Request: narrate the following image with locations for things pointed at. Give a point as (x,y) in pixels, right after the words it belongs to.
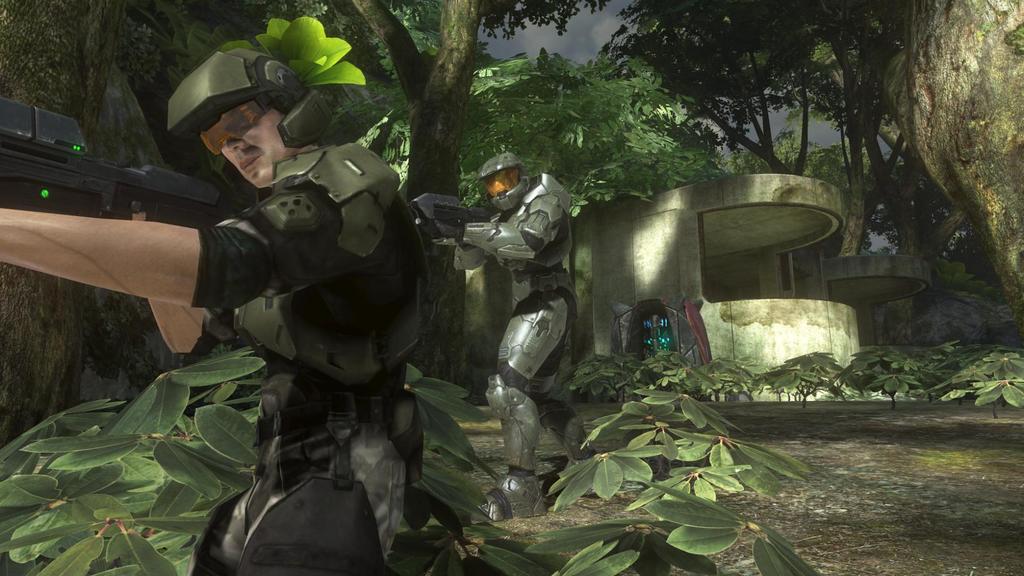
This is an animated picture. In this picture, we see two men (330,333) wearing helmets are standing. The man (494,222) in the middle of the picture (487,238) is holding the gun (441,224) in his hand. At the bottom of the picture (608,481), we see plants (714,478). There are trees (426,356) and buildings (710,195) in the background (758,188).
